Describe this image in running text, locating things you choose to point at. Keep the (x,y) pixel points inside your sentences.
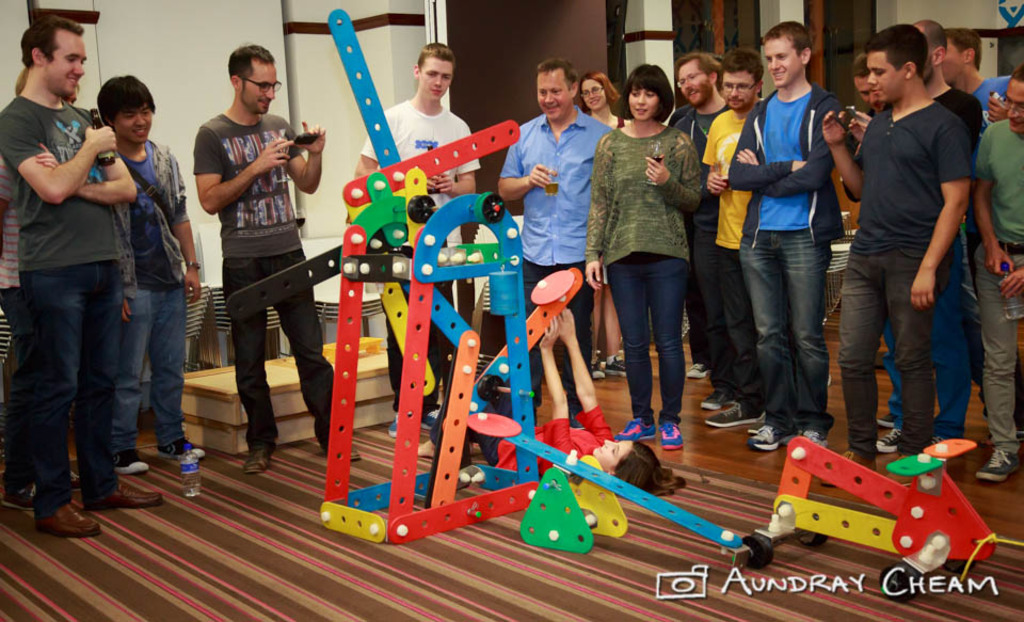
In this image we can see a group of people (553,144) standing on the floor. In that some are holding the glasses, bottles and some devices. We can also see some toys (486,496), a bottle (197,489) and a child (561,440) lying on the floor (440,549). On the backside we can see a wall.
